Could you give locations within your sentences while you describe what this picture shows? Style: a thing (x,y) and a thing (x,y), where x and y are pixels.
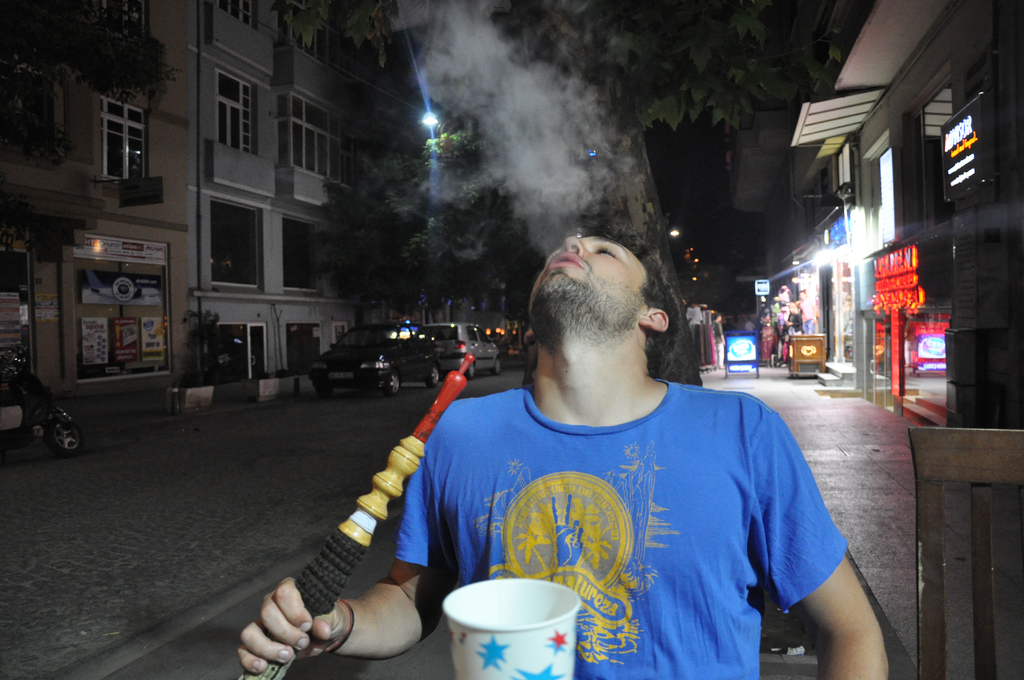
In this image I can see a person (638,333) sitting. At the background (301,148) there is a building (270,175) and vehicles (356,365) on the road (235,430). There is a tree (548,86) and a stores (843,305) on the right side (841,268).
